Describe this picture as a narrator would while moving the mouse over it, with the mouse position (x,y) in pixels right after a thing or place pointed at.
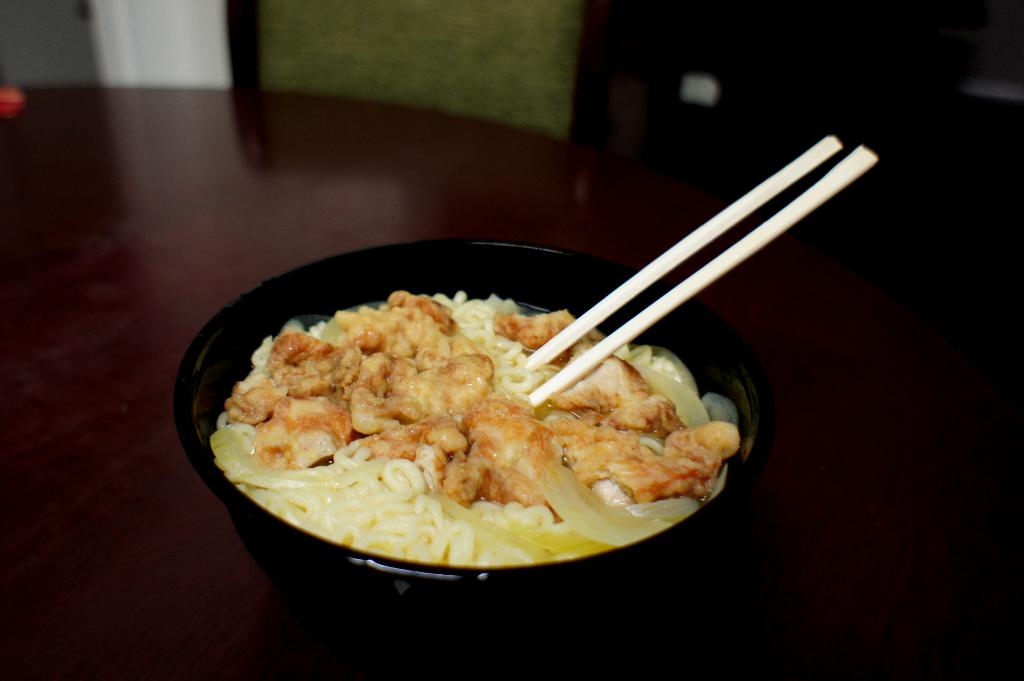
This picture shows a table (974,399) On the table (158,355), we can see a cup of noodles (667,540) with two Chopsticks (832,173).
